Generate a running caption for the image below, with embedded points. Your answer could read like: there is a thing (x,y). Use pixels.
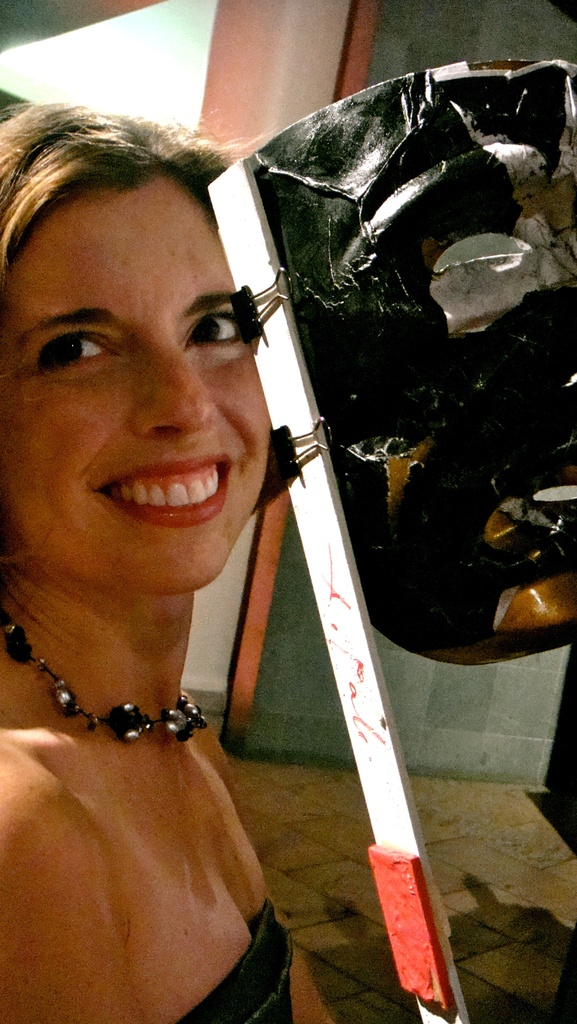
In this image I can see a woman (80,648) smiling. In front (488,304) I can see a black and ash color mask (479,307) is attached to the white and red color pole (397,797). Back I can see a wall (430,736).
